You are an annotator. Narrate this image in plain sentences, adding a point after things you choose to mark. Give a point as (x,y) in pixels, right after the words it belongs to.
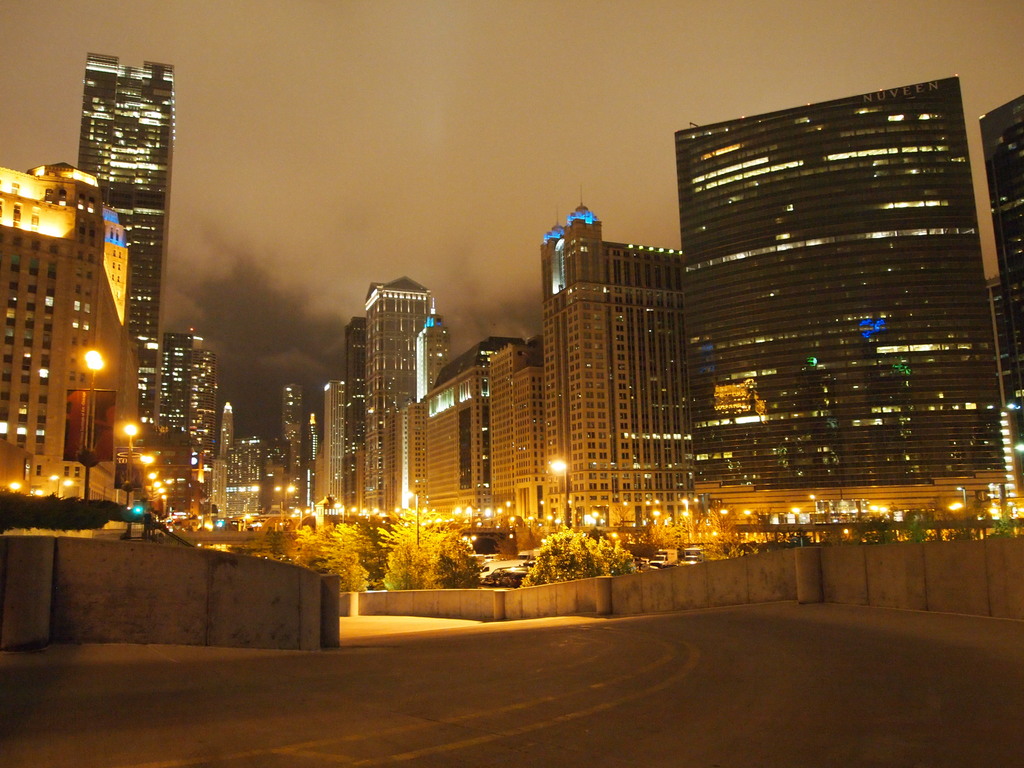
This is a landscape image which consists of many building (454,503), trees (464,536), roads (695,728), board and street lights (154,470).
